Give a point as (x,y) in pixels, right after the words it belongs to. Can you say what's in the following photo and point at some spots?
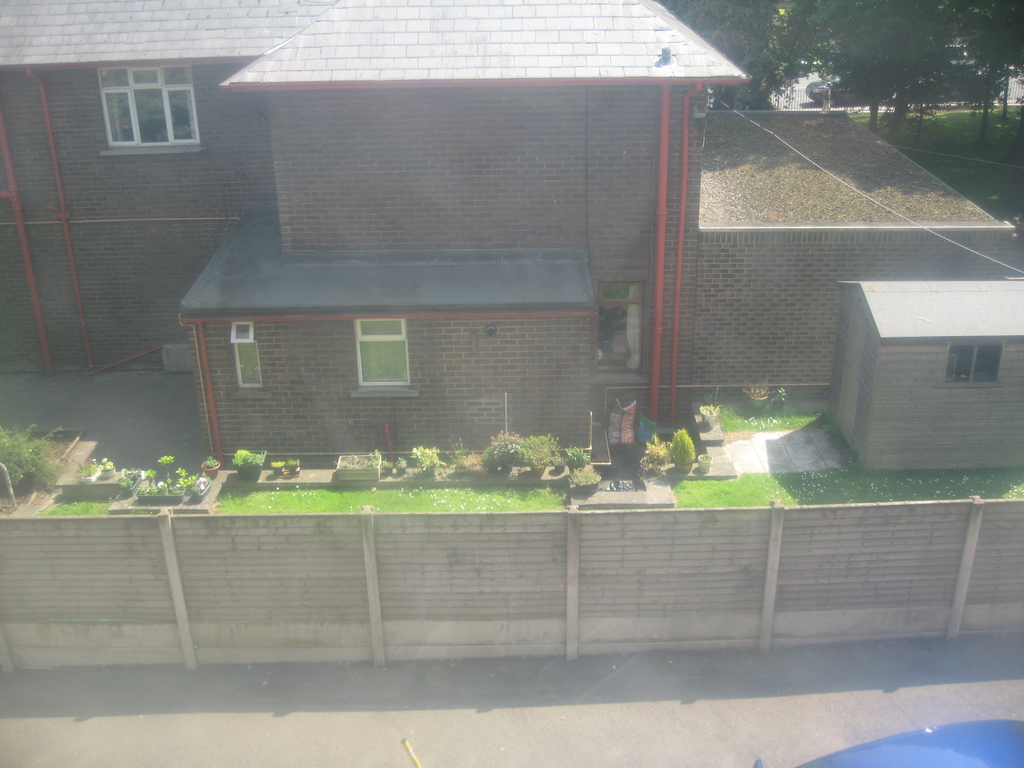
In this picture we can see a vehicle (963,756) on the road (811,702), fence (959,610), plants (89,461), house (329,94) with windows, pipes (12,178) and in the background (819,77) we can see trees (931,38).
